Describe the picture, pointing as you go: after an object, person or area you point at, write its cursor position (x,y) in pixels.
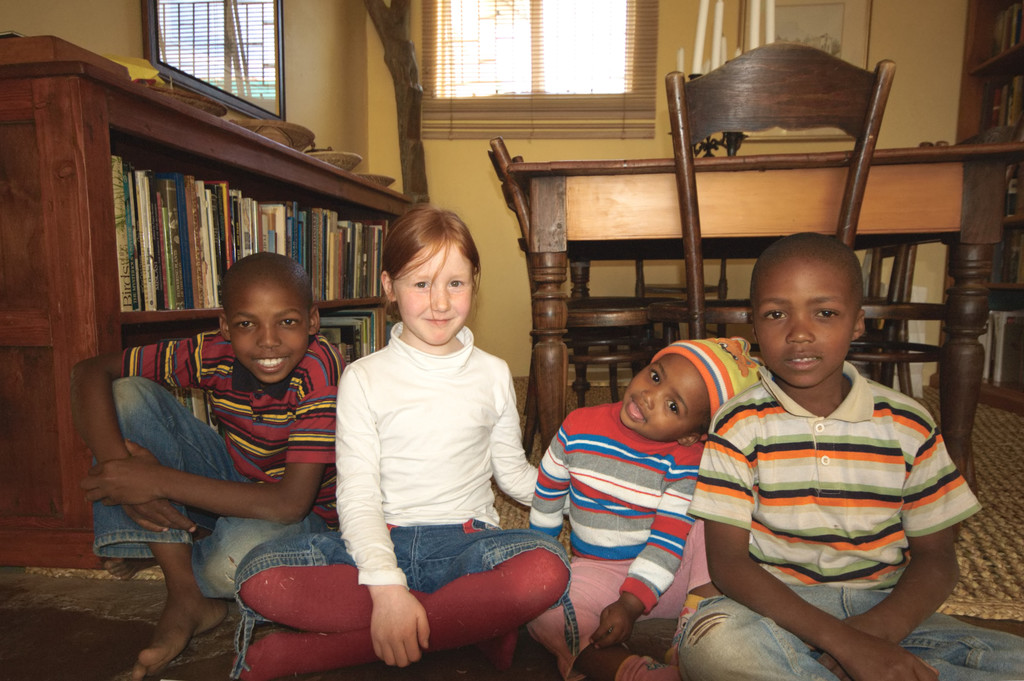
In this picture we can see inside view of the room (876,21) in which three boys (571,466), and one girl (401,481) wearing white t-shirt (426,460), blue skirt (446,583) and red socks (359,596) sitting down on the floor (155,573). Behind we can see a Wooden rack (318,169) full of books (192,202) and a dining table (654,164) in the middle (563,240) in which a candle stand (716,59) is placed. On the top (820,17) we can see a photo frame (776,25) and a window (527,44).
